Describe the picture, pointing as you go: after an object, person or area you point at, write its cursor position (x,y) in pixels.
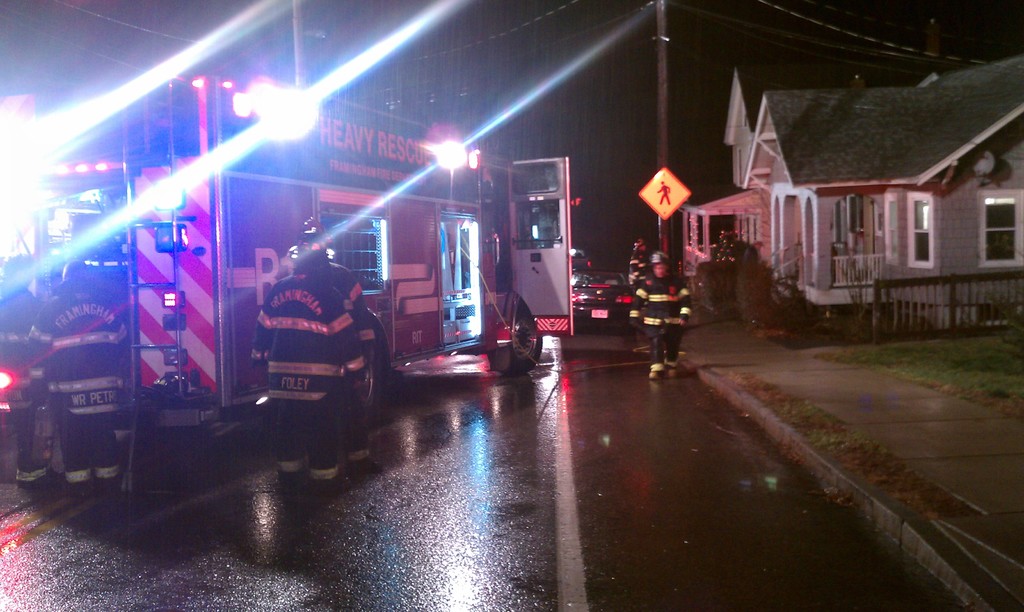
In the image there is a truck (367,185) on which it's written "Heavy Rescue". There are five men (340,362) on the road (540,523) wearing jackets (89,375). The road (548,509) is wet beside the man (668,283) there is a house (869,187) and in front of the house (905,166) there is a black car (609,292) beside the car (619,275) there is a pole (658,229) on which there is a sign board (674,188) and its says "Man Walking". In Front of the sign board (661,195) there is a footpath (843,385) beside footpath (867,381) there is a grass (930,379).
